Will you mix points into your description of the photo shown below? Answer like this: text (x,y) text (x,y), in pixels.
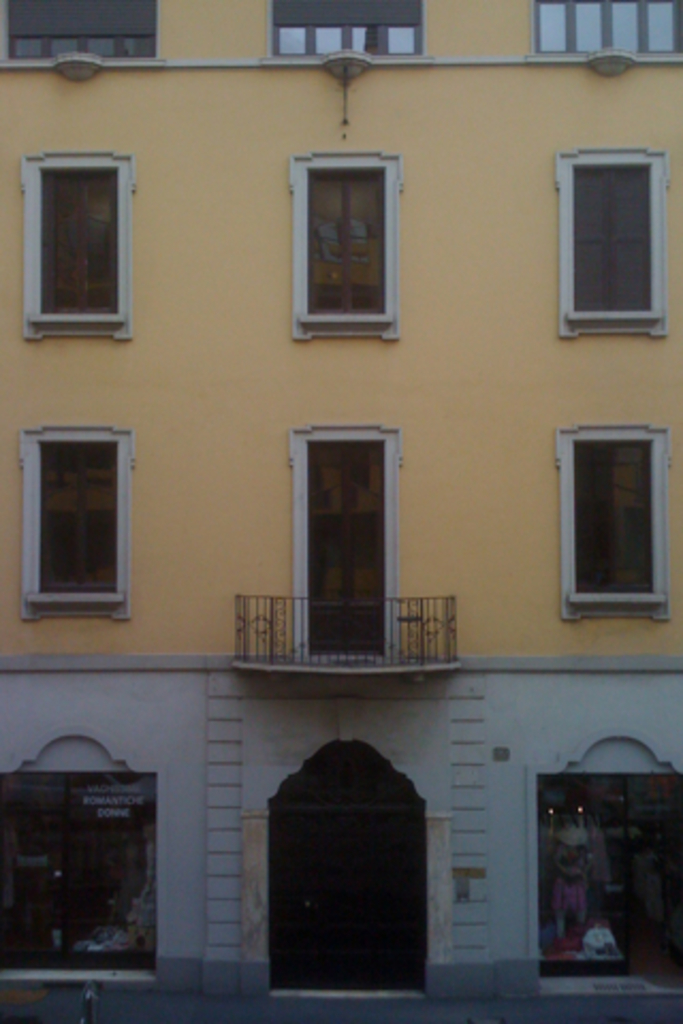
In this image, I can see a building (319,604), windows (362,565), doors (315,612), board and shops (586,830). This picture might be taken in a day.
